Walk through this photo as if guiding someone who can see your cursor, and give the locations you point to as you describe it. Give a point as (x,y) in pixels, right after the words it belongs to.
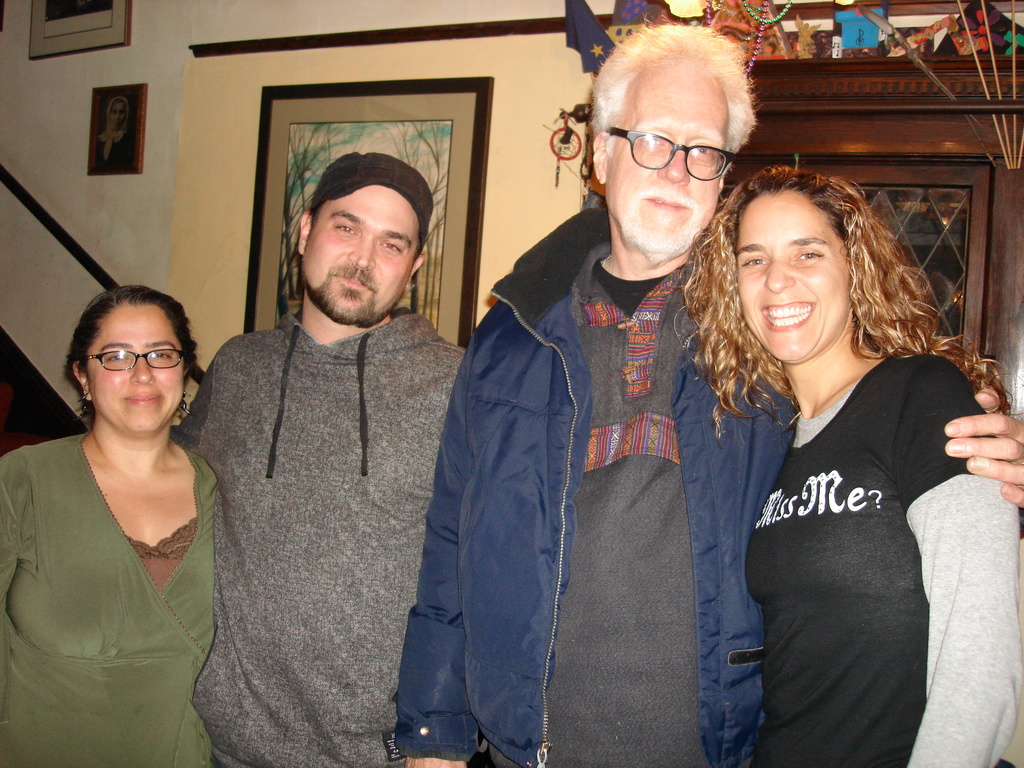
In this image there are four people (367,465) standing. They are smiling. Behind them there is a wall (249,112). There are picture frames (372,98) on the wall (217,145). To the right (938,198) there is a cupboard (932,173). There are objects (841,32) on the cupboard (929,84).
